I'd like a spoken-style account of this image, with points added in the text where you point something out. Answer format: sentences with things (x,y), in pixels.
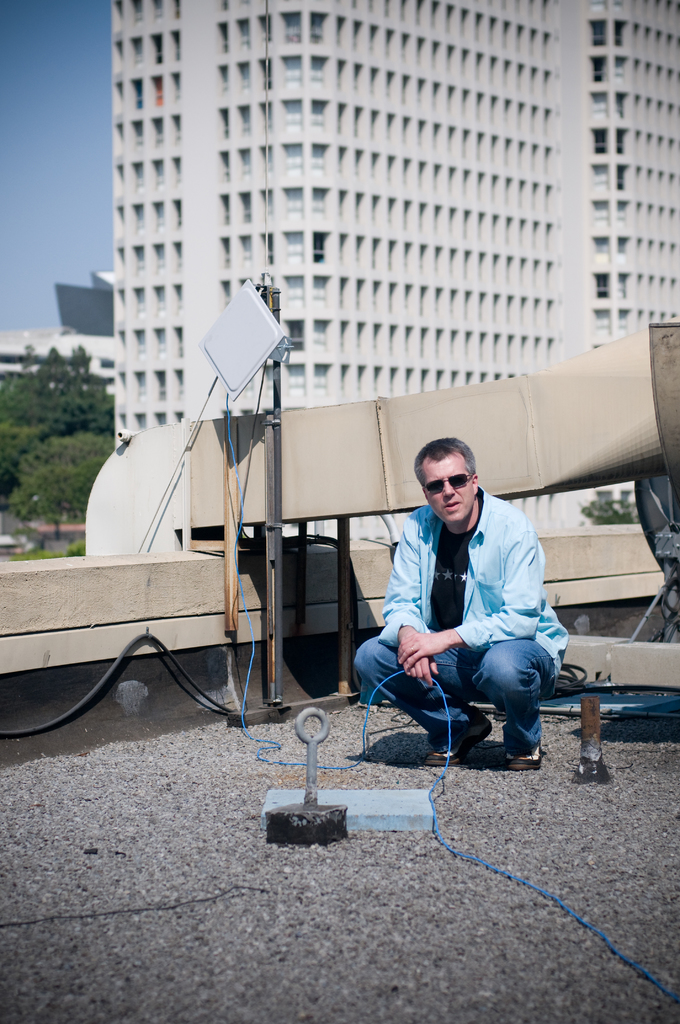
In this image, we can see a person (416,705) holding some object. We can see the ground (184,730) with some objects (270,566). We can also see some buildings (46,330), trees (84,369). We can also see the sky (53,315).
